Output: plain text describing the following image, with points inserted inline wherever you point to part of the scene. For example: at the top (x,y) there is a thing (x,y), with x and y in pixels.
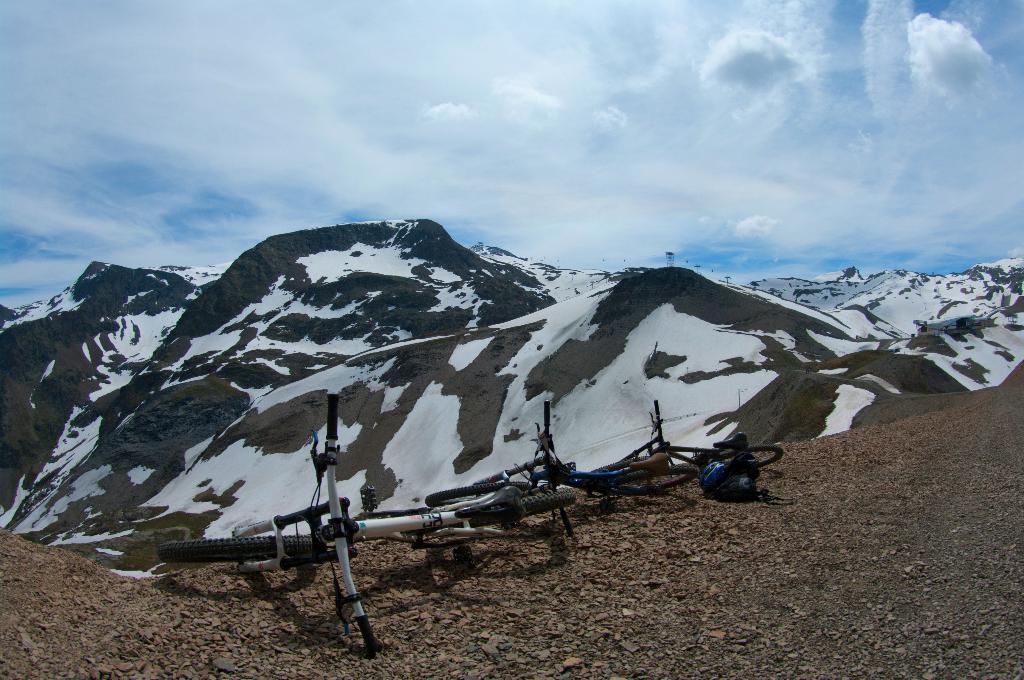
In this picture we can see few bicycles (676,453), in the background (389,314) we can find hills (394,302) and clouds (578,111).
